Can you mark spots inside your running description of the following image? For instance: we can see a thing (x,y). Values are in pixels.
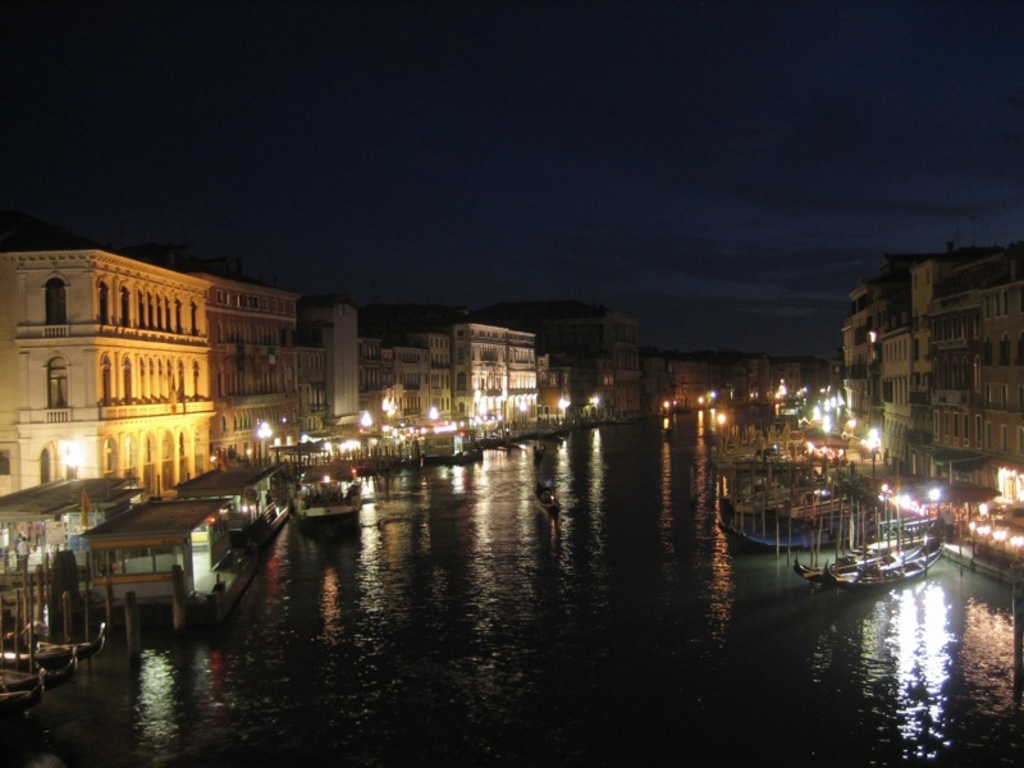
In the center of the image (522,495) we can see a canal (699,556) and there are boats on the canal (291,518). In the background (981,418) there are buildings (462,397), lights (351,449) and sky (587,211).
